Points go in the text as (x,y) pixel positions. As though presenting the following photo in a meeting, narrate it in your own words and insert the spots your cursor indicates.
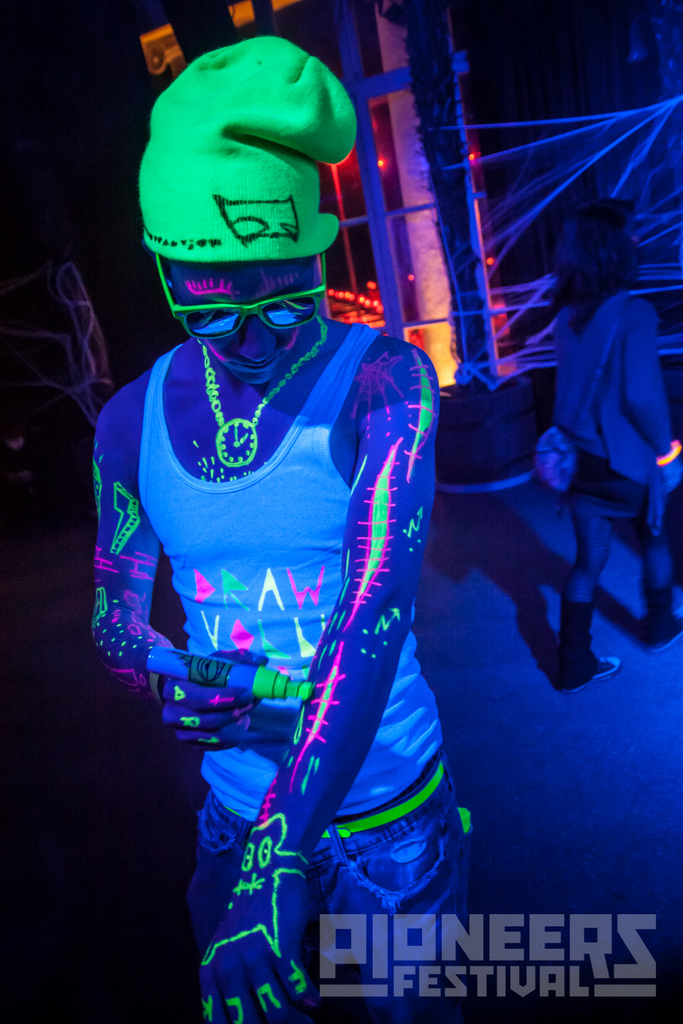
In this image I can see two persons (258,517) and here I can see radium painting (304,599) on his body (317,665). I can see he is wearing white inner (314,469), a green colour cap (159,225), shades (291,301) and jeans (408,1009). I can also see a watermark (349,989) over here.
